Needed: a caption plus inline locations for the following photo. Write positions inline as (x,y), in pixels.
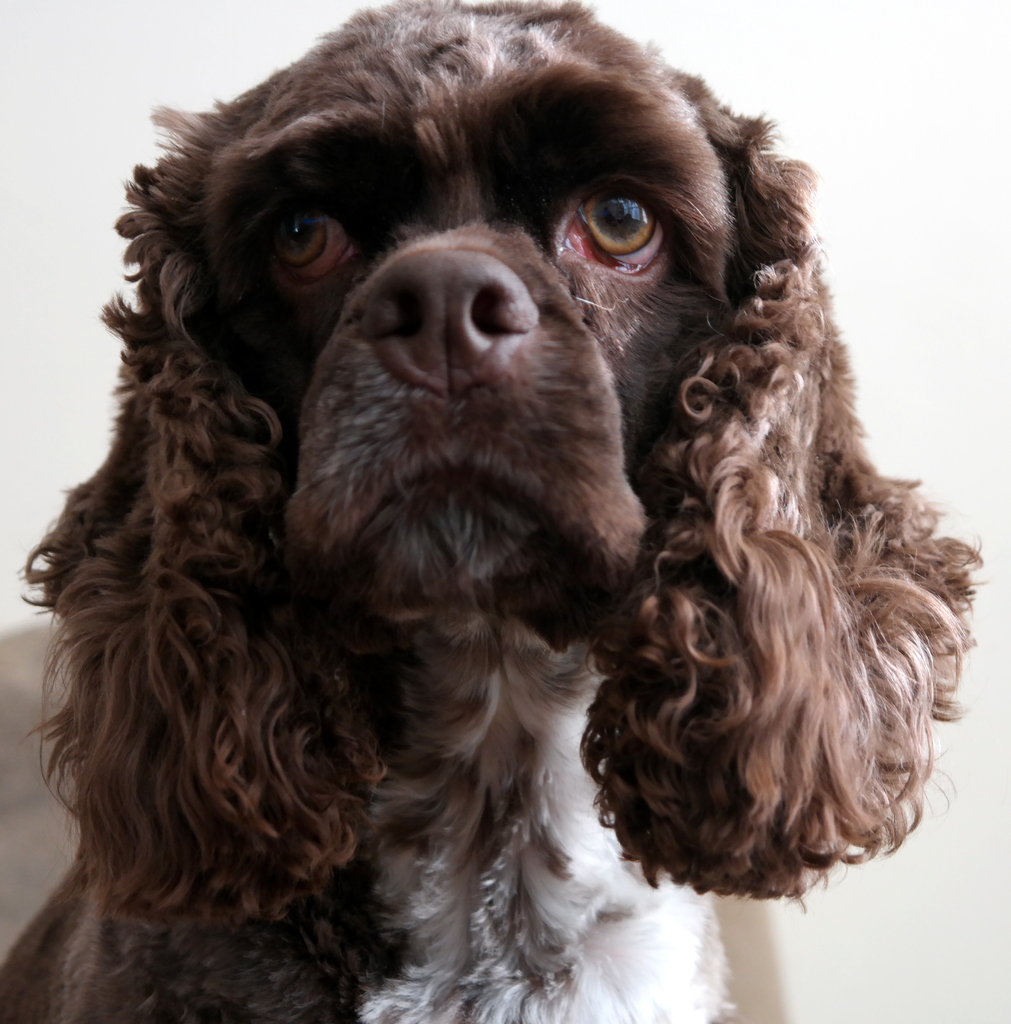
In the center of the image (487,357) there is a dog (459,514). In the background of the image (765,114) there is wall (90,173).
